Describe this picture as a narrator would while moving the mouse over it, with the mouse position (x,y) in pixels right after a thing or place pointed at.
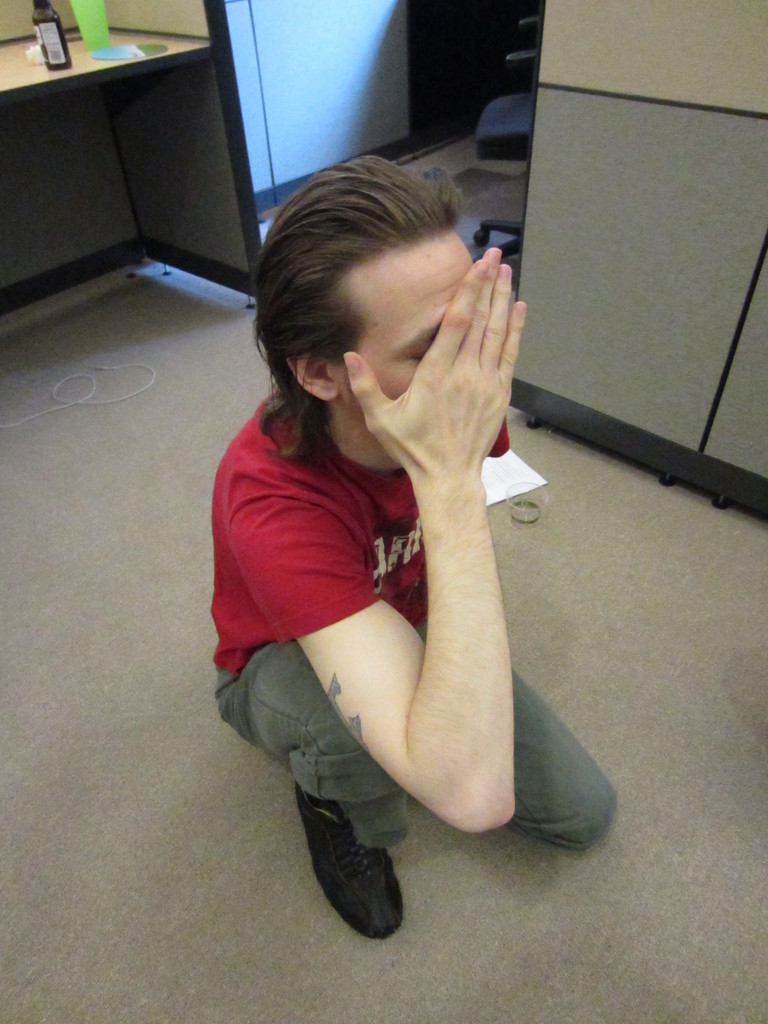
In this picture there is a man (346,555) with red t-shirt (319,555). At the back (101,57) there is a chair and there are objects (140,49) on the table (23,81). At the bottom (76,696) there is a wire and paper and glass (531,520) on the mat (634,602).
